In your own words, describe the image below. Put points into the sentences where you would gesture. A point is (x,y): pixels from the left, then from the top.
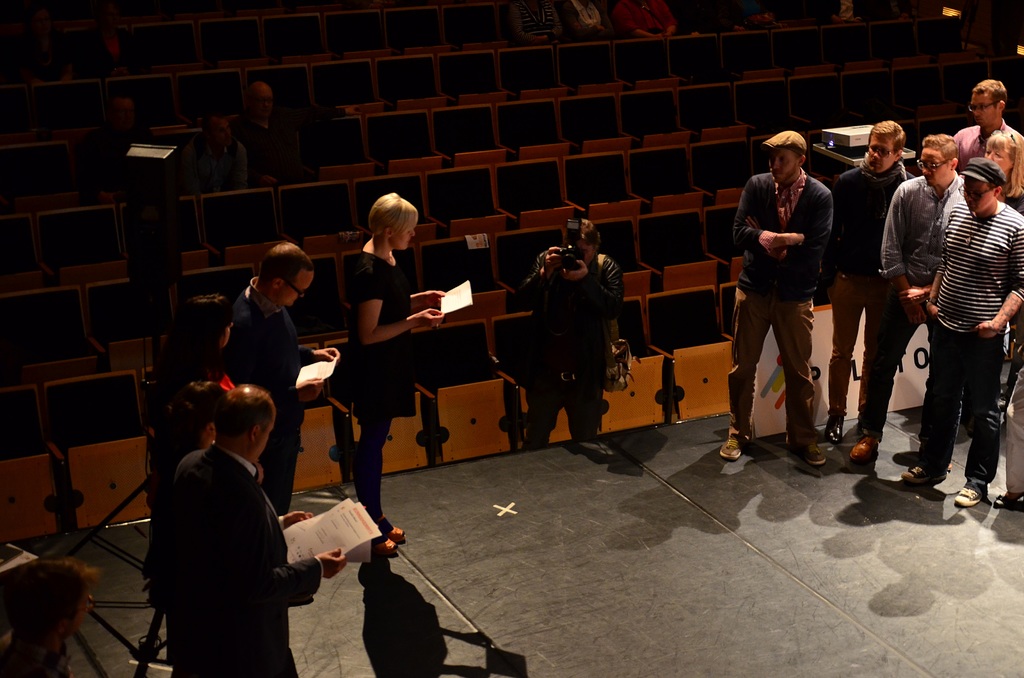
Here in this picture we can see a group of people (356,342) standing on the floor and some of them are holding papers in their hands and in the middle (578,333) we can see a person (552,342) clicking photographs with a camera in his hand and we can also see some stands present and we can also see a speaker (151,259) present and beside them we can see number of chairs (105,263) present over the place.
